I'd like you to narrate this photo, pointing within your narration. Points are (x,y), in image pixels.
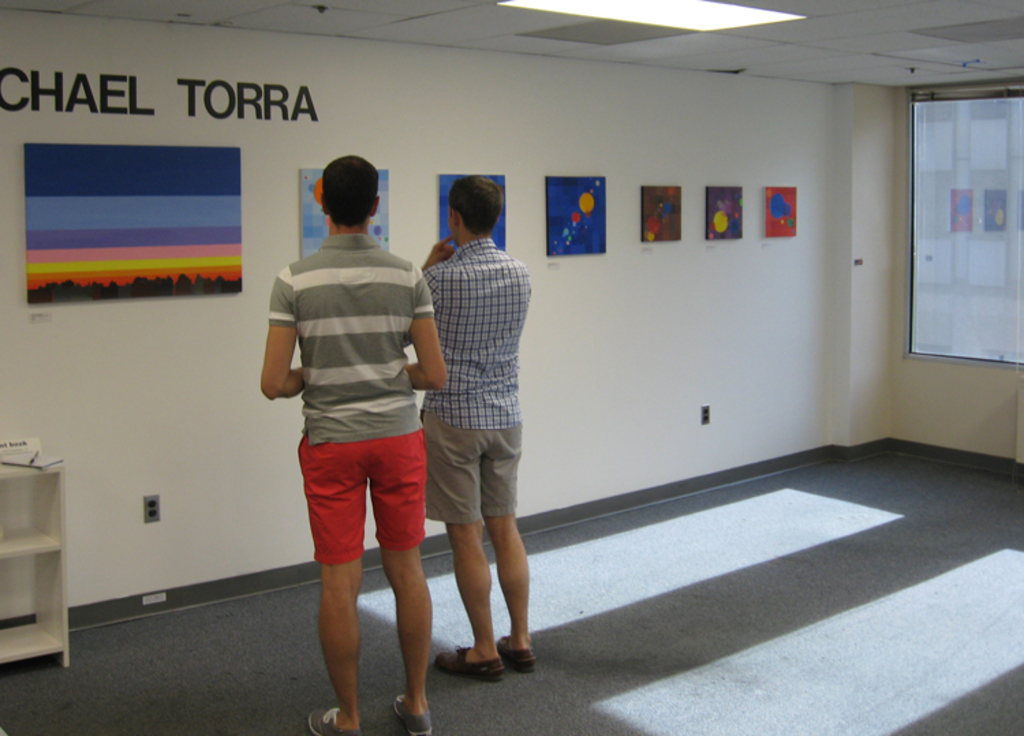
In this image, we can see people (361,502) standing and in the background (567,176), there are frames (594,189) on the wall (699,162) and we can see a window (928,159) and there is some text (197,107). At the top (508,25), there is a light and a roof (538,15). At the bottom (530,553), there is a floor (608,583).
